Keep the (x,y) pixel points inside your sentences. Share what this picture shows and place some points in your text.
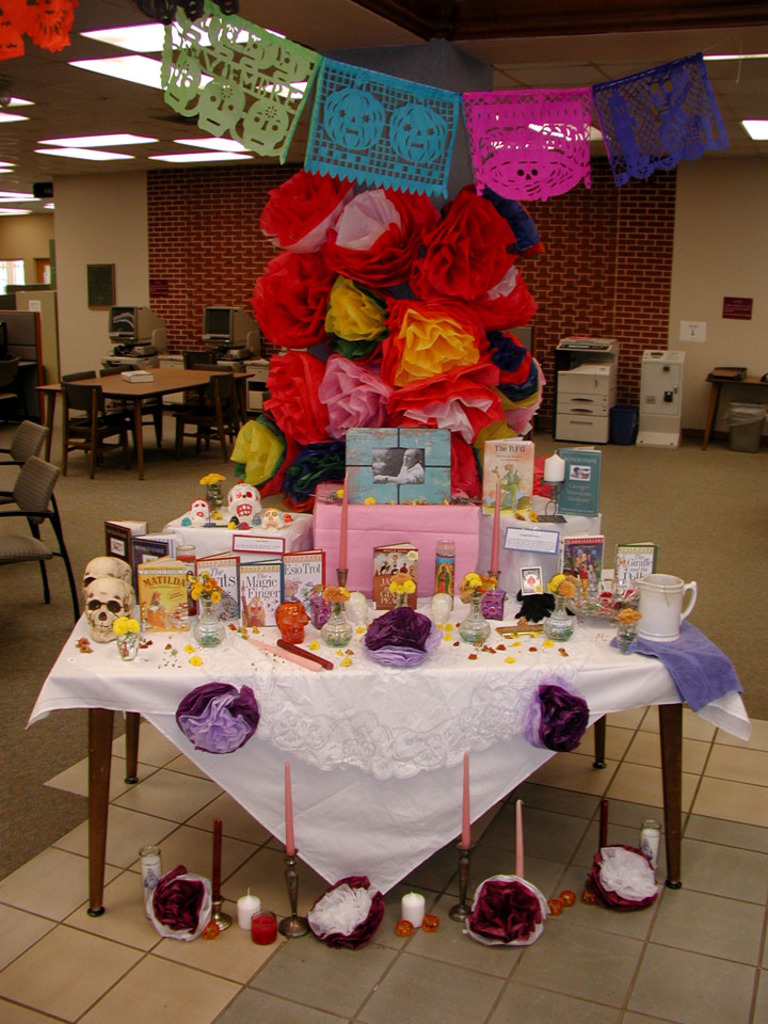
This picture is clicked inside. In the foreground (432,878) we can see the candle stands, candles (287,804) and some other items (151,896) are placed on the ground (398,944) and there is a table (90,863) of the top of which boxes (430,528) and many other items (648,618) are placed and we can see the monitors (163,330) are placed on the top of the table (175,386) and we can see the chairs (210,409) and some other objects (643,386). At the top (582,32) there is a roof (515,56) and some decoration items (236,111) and we can see the ceiling lights (123,67), wall (196,214) and some other objects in the background (23,253).
